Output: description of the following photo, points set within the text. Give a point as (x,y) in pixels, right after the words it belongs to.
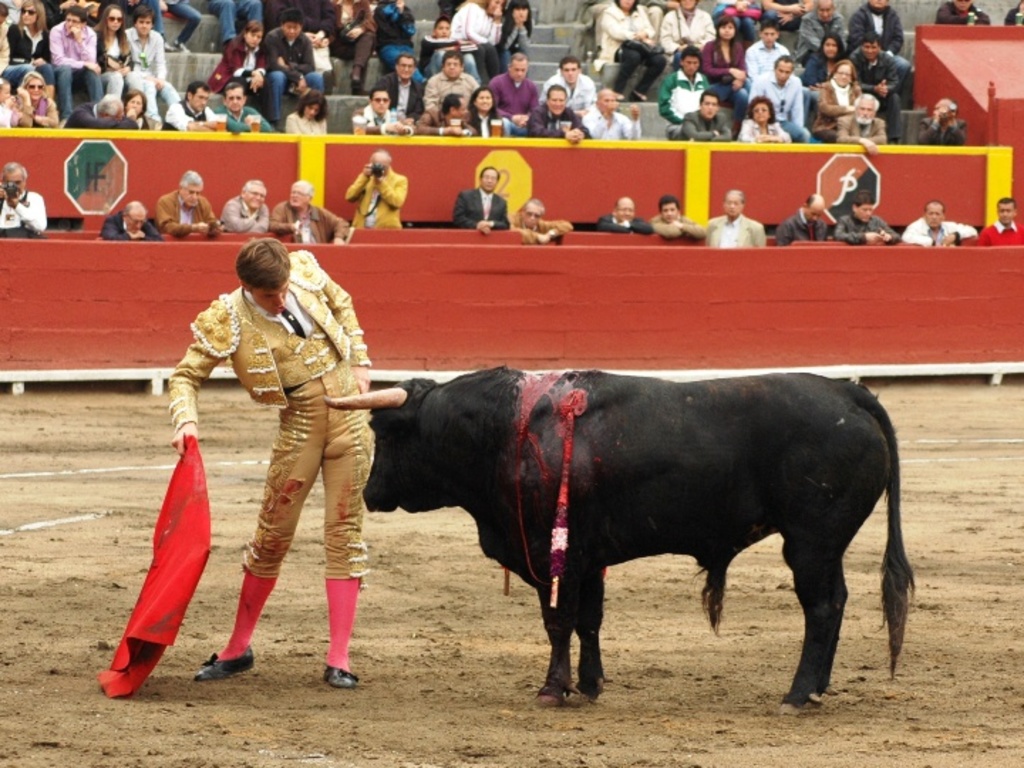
This image consists of a bull (620,556) in black color. Beside that there is a man (243,613) standing. At the bottom (327,685), there is ground (179,735). In the background (141,115), there is a huge crowd (623,126). And there is a fencing (584,296) made up of wood (752,290) in red color.
